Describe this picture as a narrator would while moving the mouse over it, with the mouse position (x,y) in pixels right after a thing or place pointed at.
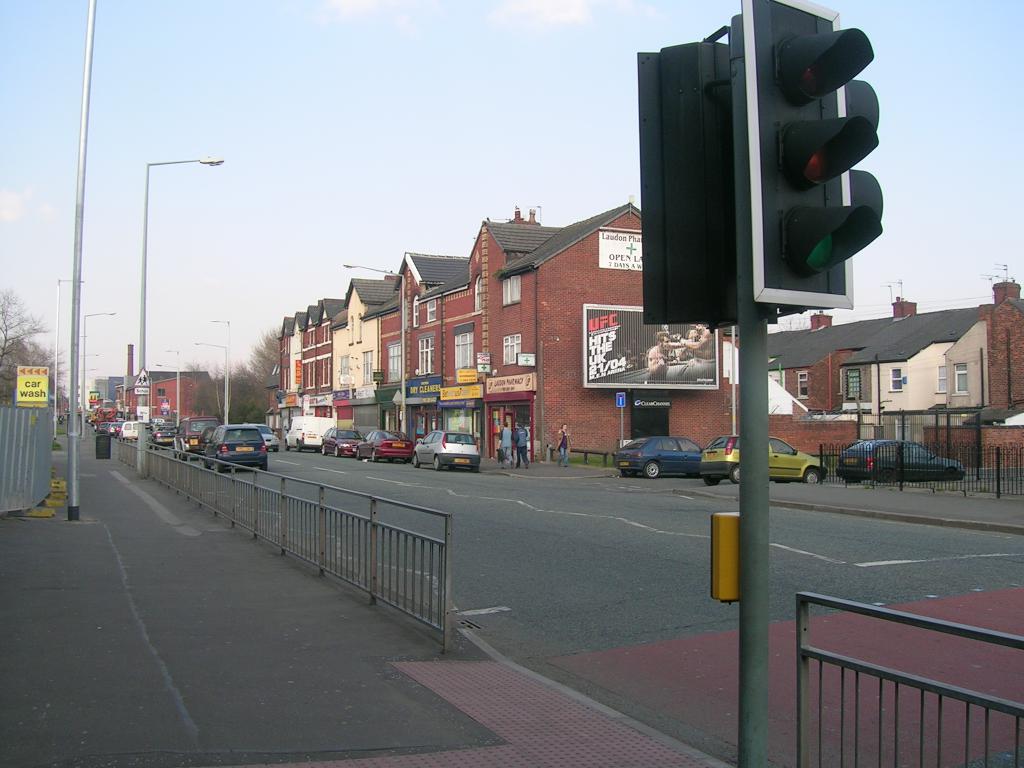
In this image, I can see a traffic light (810,258) attached to a pole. There are buildings (366,362), street lights (84,390), barricades (382,561), trees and I can see the vehicles (685,450) on the road (316,471). In front of a building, there are three persons (561,464) walking. In the background (288,130), there is the sky (522,84).
